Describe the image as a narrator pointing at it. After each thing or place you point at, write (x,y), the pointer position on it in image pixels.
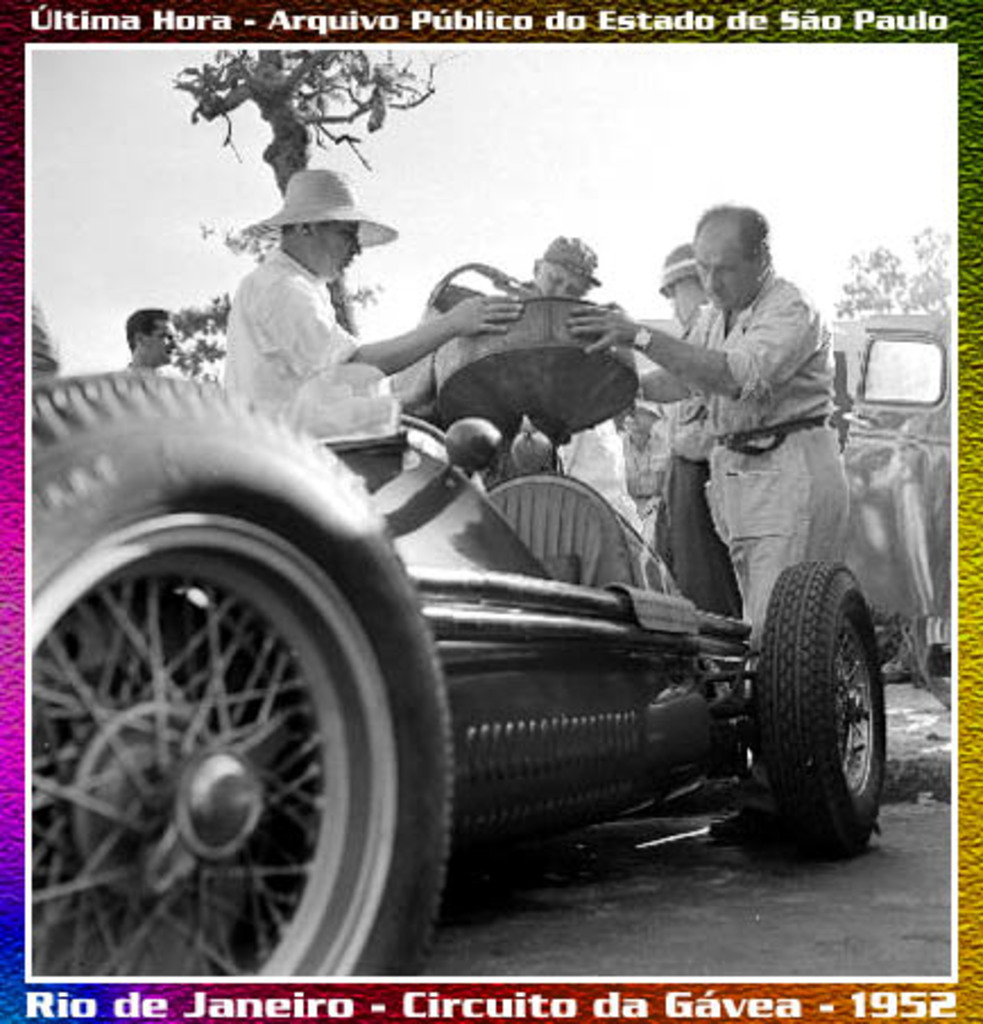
In this image we can see a vehicle (685,747) parked on the ground (746,889). In the middle of the image (393,357) we can see group of persons (406,354) standing on the ground (800,893) and holding a container (624,375) in their hands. To the left side (316,343) a person (277,344) is wearing a white shirt (292,278) and a cap (317,194). In the background (213,299) we can see group of trees (239,237) and sky (576,145).
